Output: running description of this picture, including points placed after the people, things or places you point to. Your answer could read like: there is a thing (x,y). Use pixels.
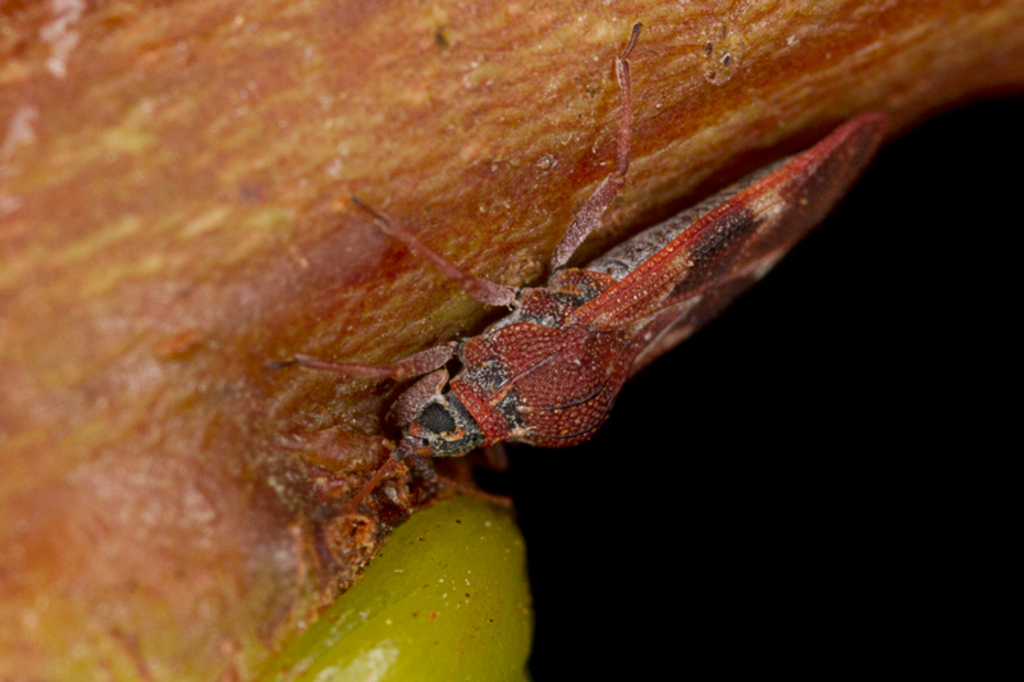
In this image there is a insect (628,242) on brown color stem (326,338).
